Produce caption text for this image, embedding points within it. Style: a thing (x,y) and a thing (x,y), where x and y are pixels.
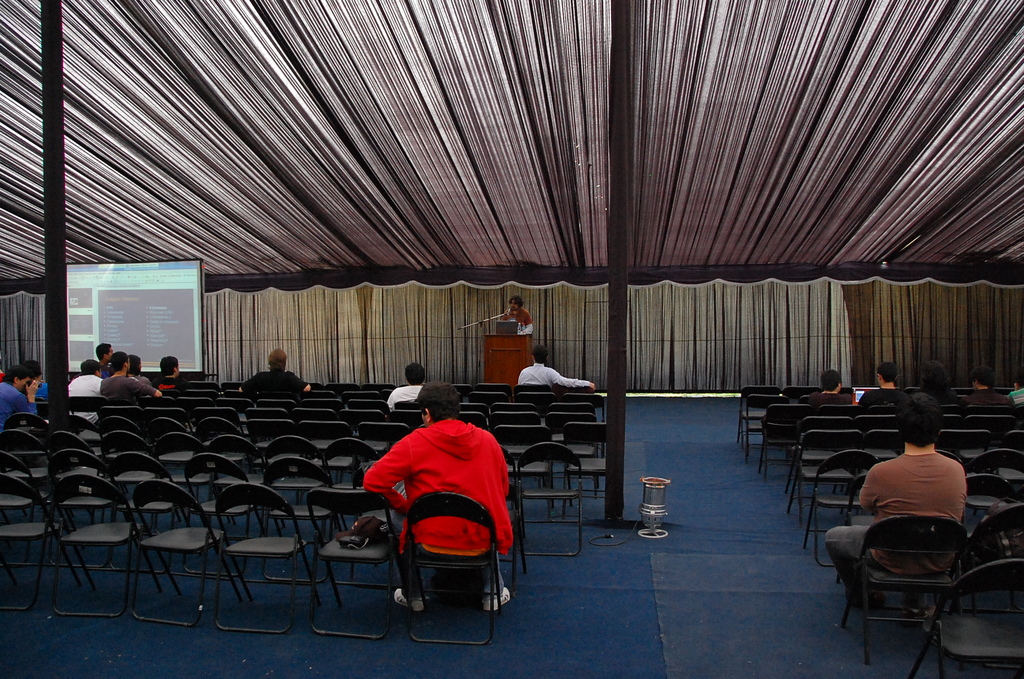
There are few people (438,432) sitting on the chairs (501,391). here is the person (516,316) standing and speaking. This is a podium (509,342) with an object (517,333) on it. At the left side of the image (159,318) I can see screen (139,311). These are the pillars (618,226). I think this is the cloth (578,52) which is at the top (692,178). These are the empty chairs (381,436). I can see a object (653,498) placed on the floor (636,546).
